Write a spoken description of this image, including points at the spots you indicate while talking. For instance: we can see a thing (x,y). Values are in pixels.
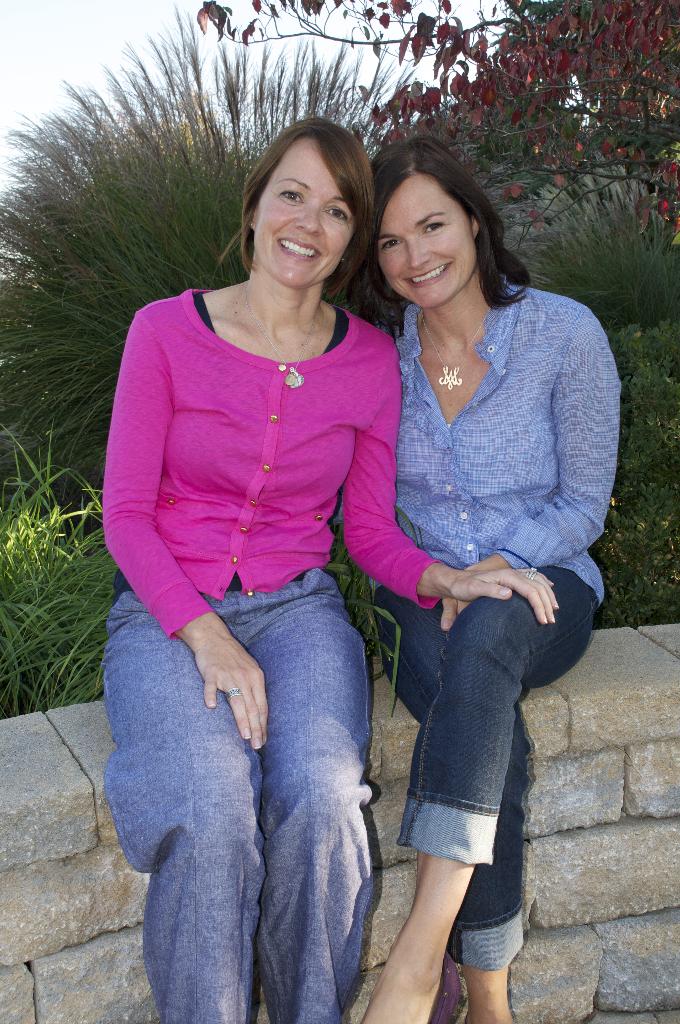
In the front of the image (222,604) we can see two women (478,515) are smiling and sitting on the rock wall (99,798). In the background (655,569) there are plants (40,508), trees (426,132) and sky (50,28).
